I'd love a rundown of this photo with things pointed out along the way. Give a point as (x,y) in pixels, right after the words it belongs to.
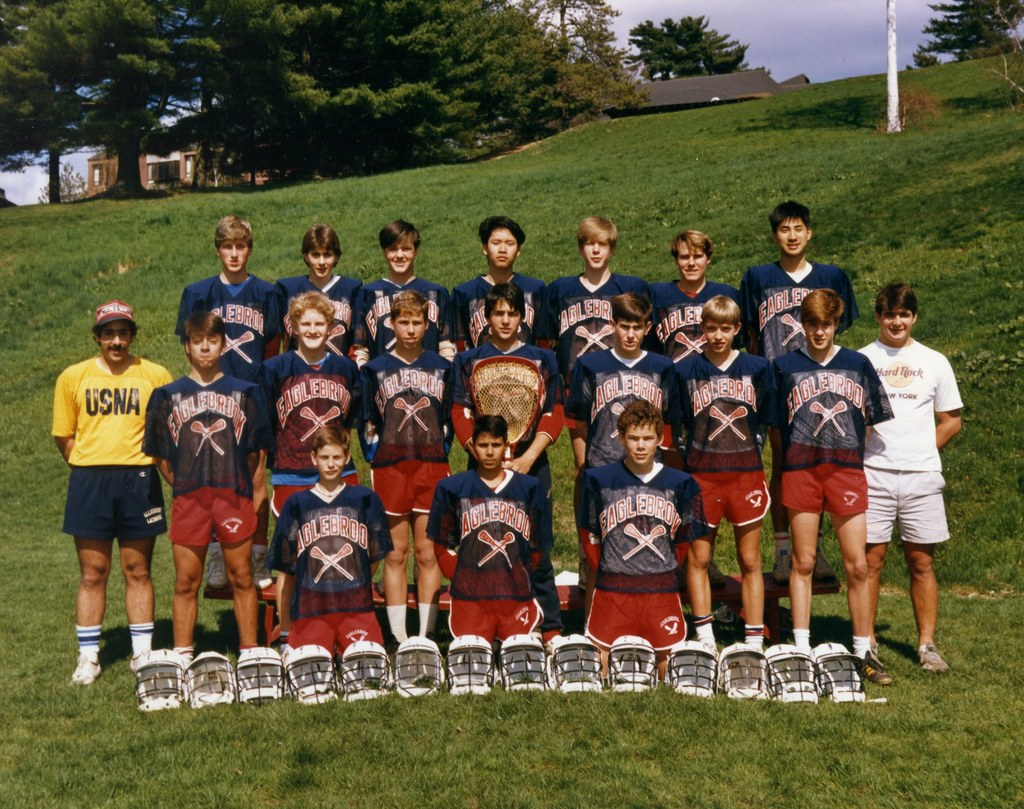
In this image I can see an open grass ground (1015,70) and on it I can see number of people (542,528). I can also see something is written on their dresses (561,377) and I can see most of them are wearing sports jerseys (811,388). On the bottom side of this image (430,656) I can see number of white helmets (361,691) on the ground (697,726). In the background (118,56) I can see few buildings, few trees (561,72), clouds (908,26) and the sky (845,33).
